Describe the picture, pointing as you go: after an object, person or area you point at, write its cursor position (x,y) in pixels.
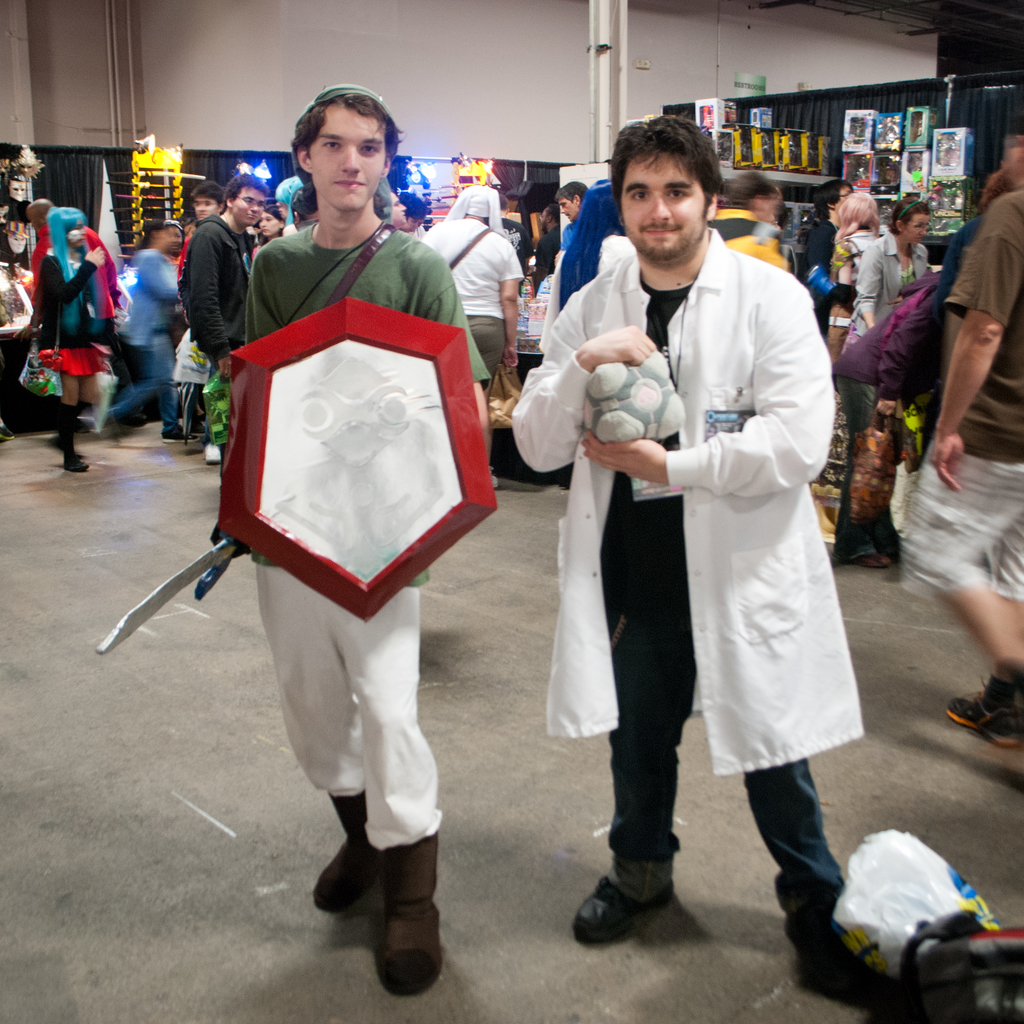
In this picture there are two persons (726,525) standing and holding an object (401,468) in their hands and there are few other persons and some other objects (754,110) in the background (817,153).
